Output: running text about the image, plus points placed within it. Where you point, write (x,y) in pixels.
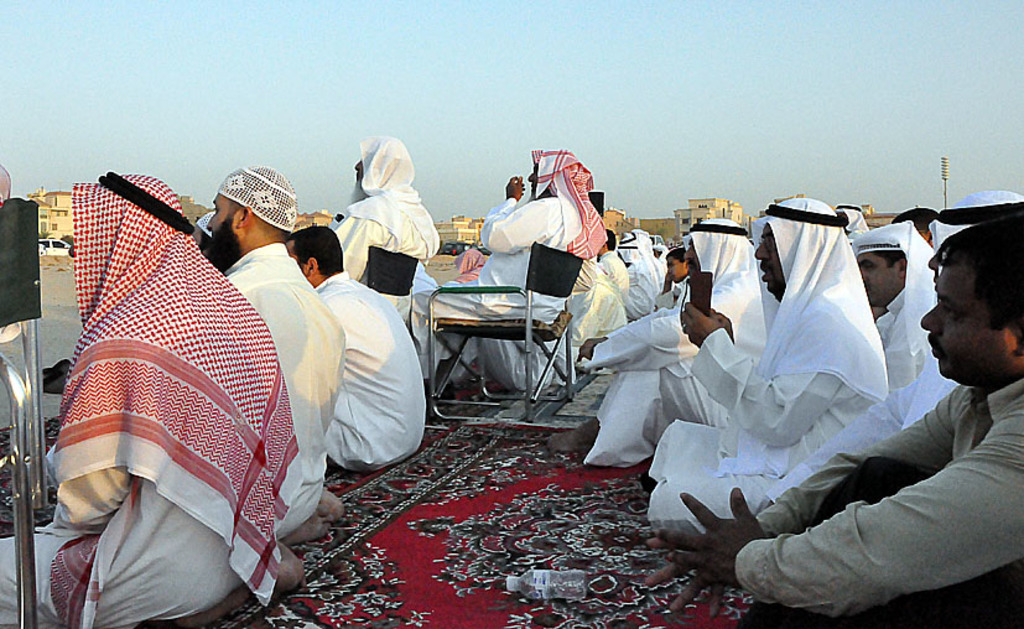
This image is clicked outside. There is a carpet (541,560) in the bottom (533,609) and there are people (185,397) in this image who are sitting on the carpet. Most of them wore white color dress (309,395). some people (535,317) sat on chairs (26,259). There are buildings (671,223) in the back side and there is light (945,199) on the right side (941,158).
